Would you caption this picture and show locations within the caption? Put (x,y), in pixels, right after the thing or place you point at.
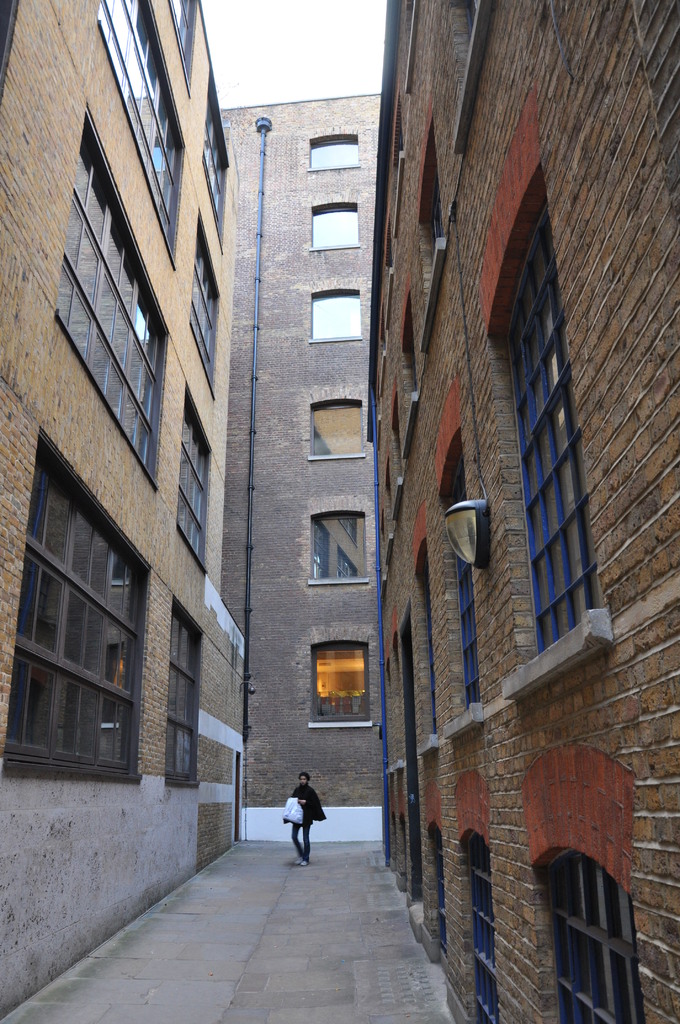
In the center of the image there is a person (317,808) walking on the road (242,917). In the background of the image (249,766) there is a building (358,737) with windows (367,697). To the both sides of the image there are buildings (453,442) with windows (197,285).
